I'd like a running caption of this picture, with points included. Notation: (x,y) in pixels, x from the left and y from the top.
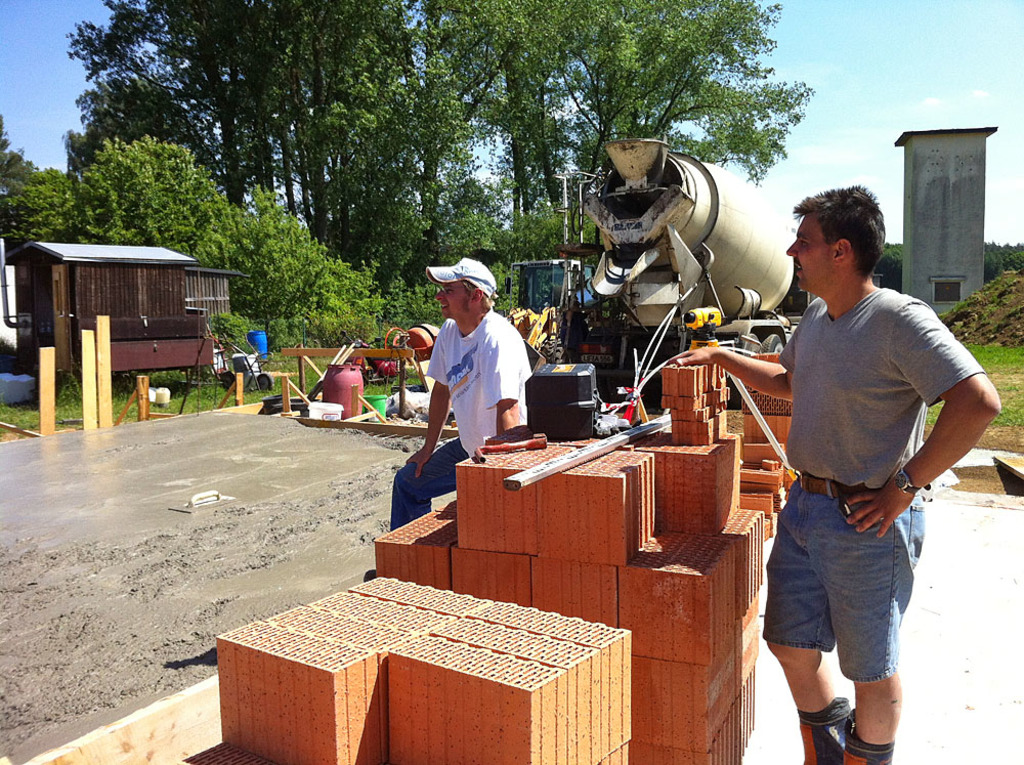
There are two persons (508,379). Also there are bricks (568,486). In the back (426,91) there are trees (440,71). Also there is a machine (522,318). There are small sheds (208,273). In the background (886,44) there is sky (843,31).
